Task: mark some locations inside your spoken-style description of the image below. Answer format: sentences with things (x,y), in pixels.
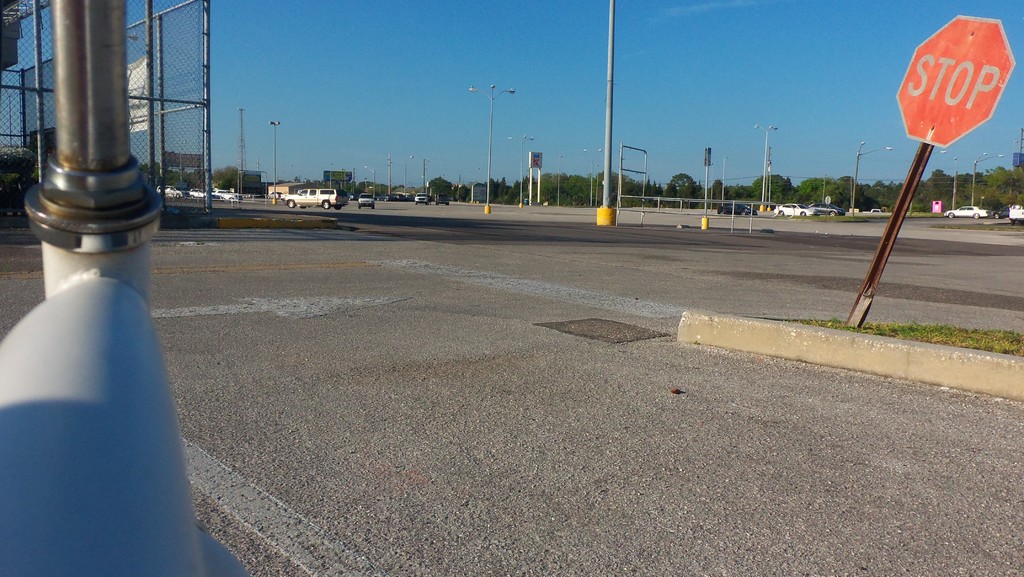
In this image we can see roads (588,268). Also there are vehicles (349,196). And there are poles (91,149). And there is a sign board (927,141) with a pole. And there are light poles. On the left side (155,98) there is a mesh wall (170,74) with poles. In the background (520,61) there is sky (667,75). Also there are trees (725,190).
